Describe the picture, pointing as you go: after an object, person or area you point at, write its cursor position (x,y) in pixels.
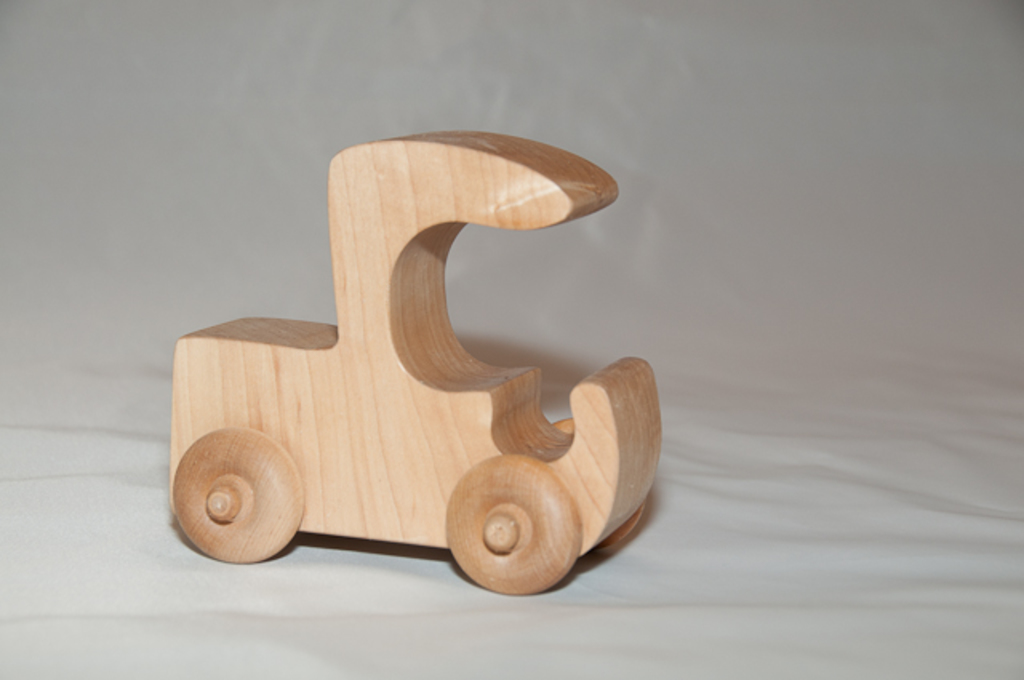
Here we can see a wooden toy (342,464) on white surface (384,560).
